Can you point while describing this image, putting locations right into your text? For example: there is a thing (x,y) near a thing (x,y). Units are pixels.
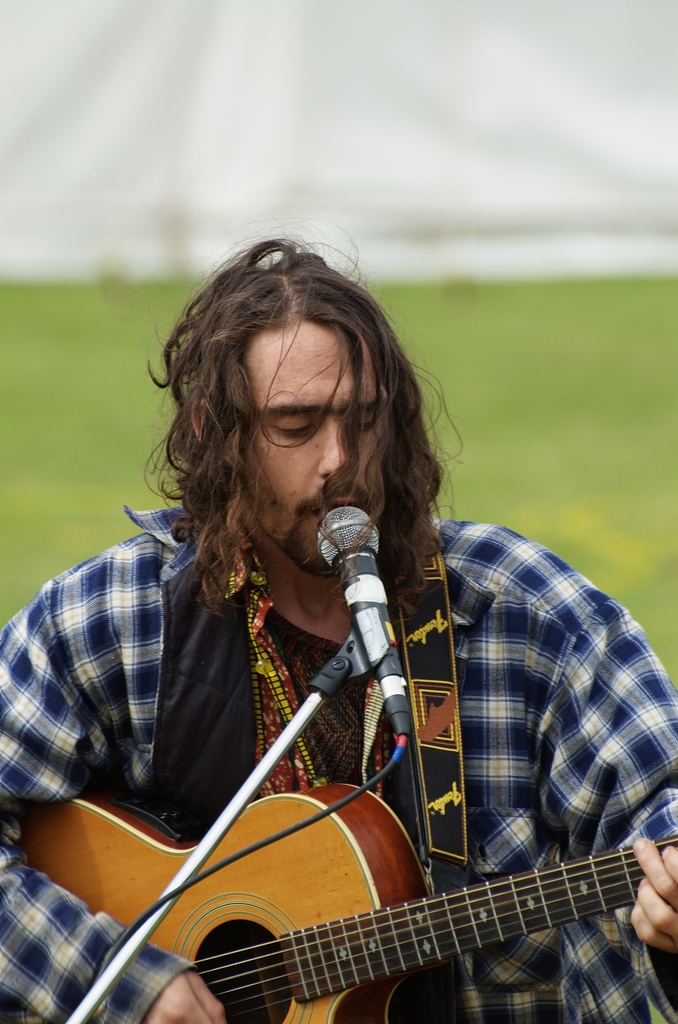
The person (369,693) is playing guitar (349,858). He is holding guitar (398,826). His singing. we can see in the background (460,494) there is a greenery part (46,551).
